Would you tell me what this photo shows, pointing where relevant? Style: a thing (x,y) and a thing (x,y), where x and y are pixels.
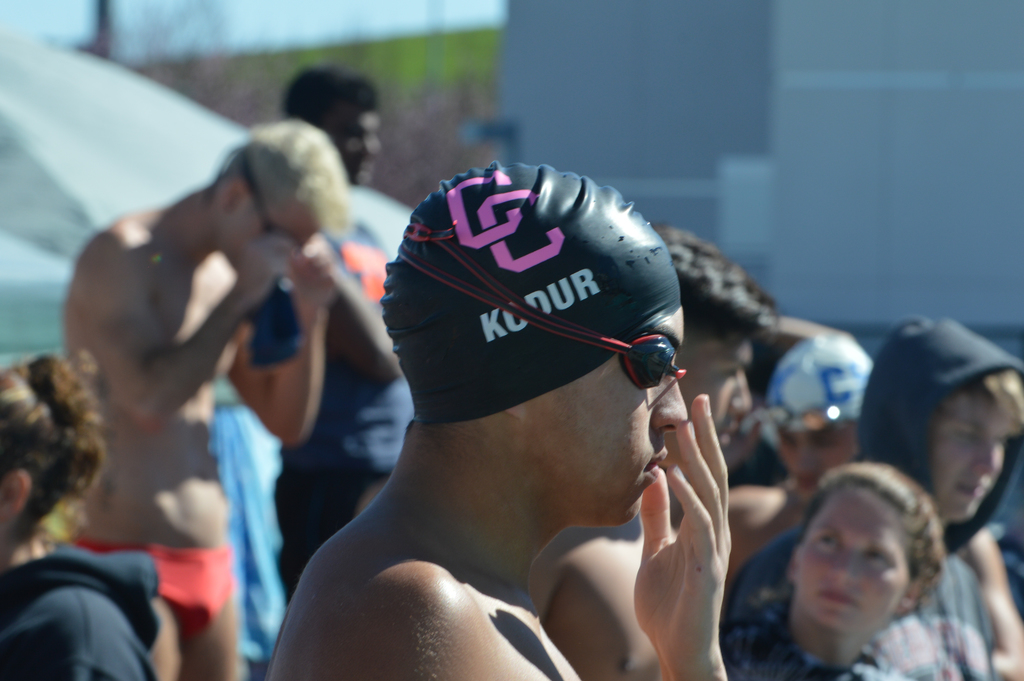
In the foreground of this picture (506,442), there are a man (530,309) with swim cap (618,305) and goggles (660,354). In the background (239,394), there are persons (859,626), trees (212,90), grass (414,50), tent (115,119), and the sky (293,19).
